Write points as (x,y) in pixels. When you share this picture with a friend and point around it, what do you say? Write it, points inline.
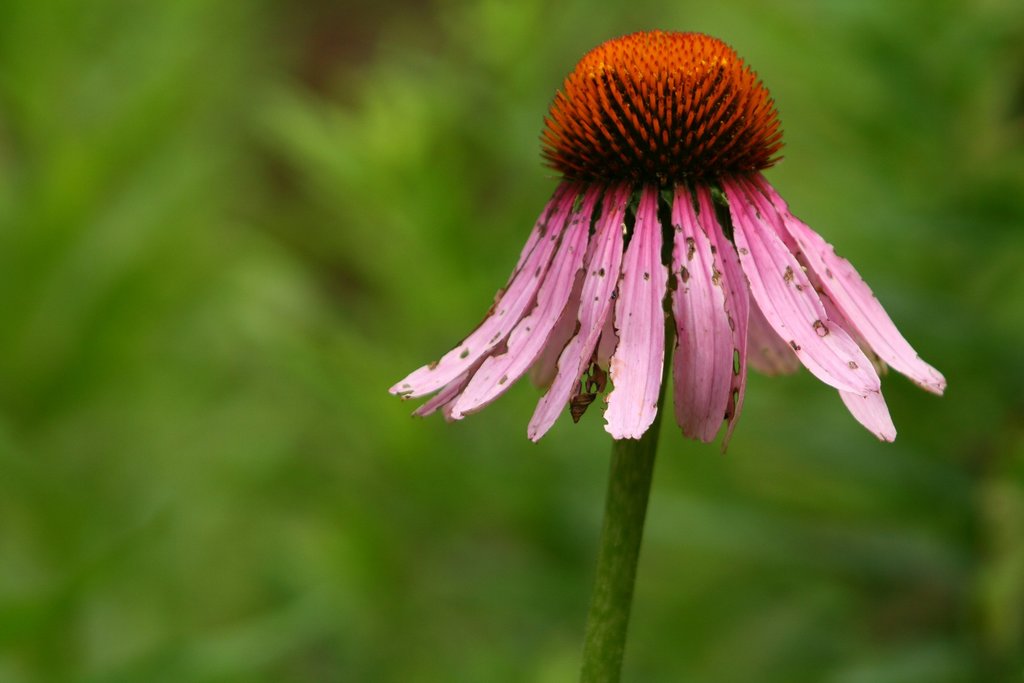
In this image we can see a flower (668,206) with a stem (604,634). The background of the image (75,467) is blur and green.
